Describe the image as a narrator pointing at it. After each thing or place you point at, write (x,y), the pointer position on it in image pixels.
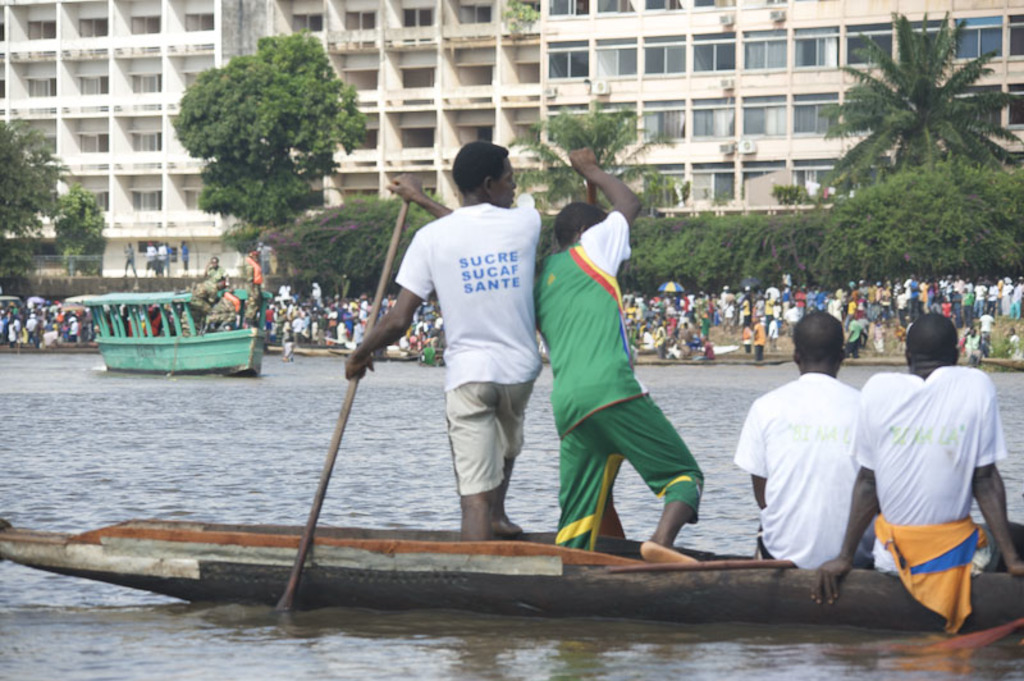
This picture is clicked outside. In the foreground (605,521) we can see the group of persons (666,494) and we can see the two persons (462,367) holding oars (286,598), standing and seems to be rowing the boat (309,596). In the background (834,44) we can see the buildings (365,33), windows (461,17) of the buildings (394,10), trees (260,170) and group of persons (769,317) and another boat (252,347) in the water body (257,385) and some other objects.
